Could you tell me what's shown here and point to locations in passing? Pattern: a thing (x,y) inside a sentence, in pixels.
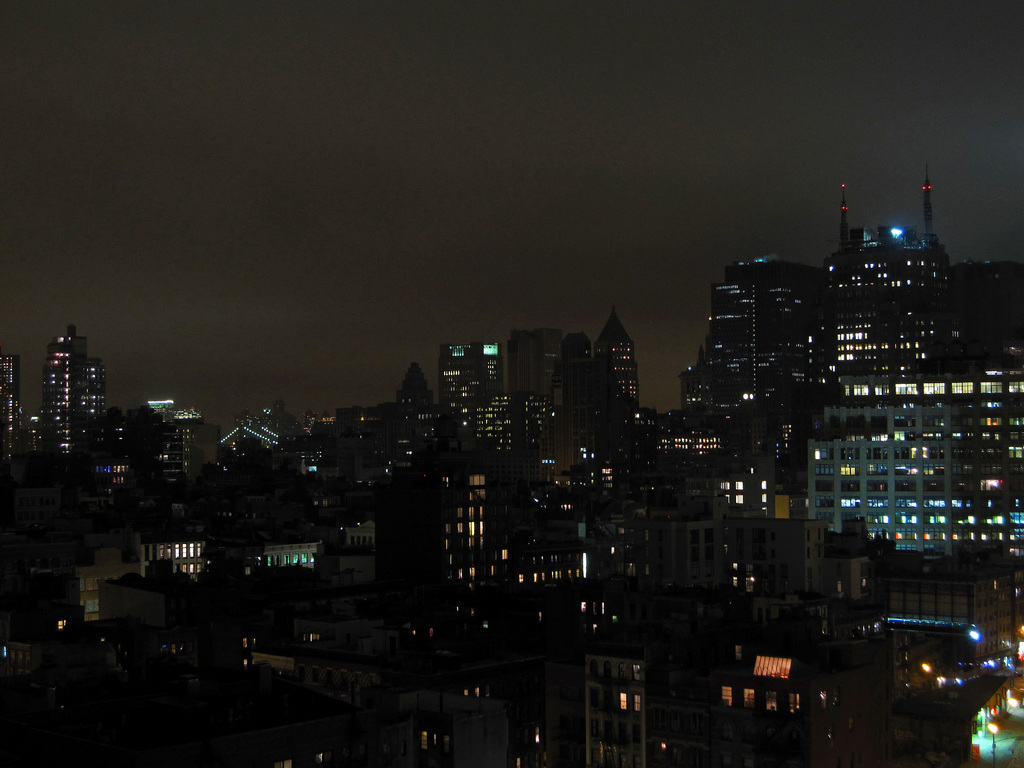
The image is captured in the night time, there are many houses (442,460) and buildings (148,435) lightened up with the lights (98,466) and it is a beautiful view.
